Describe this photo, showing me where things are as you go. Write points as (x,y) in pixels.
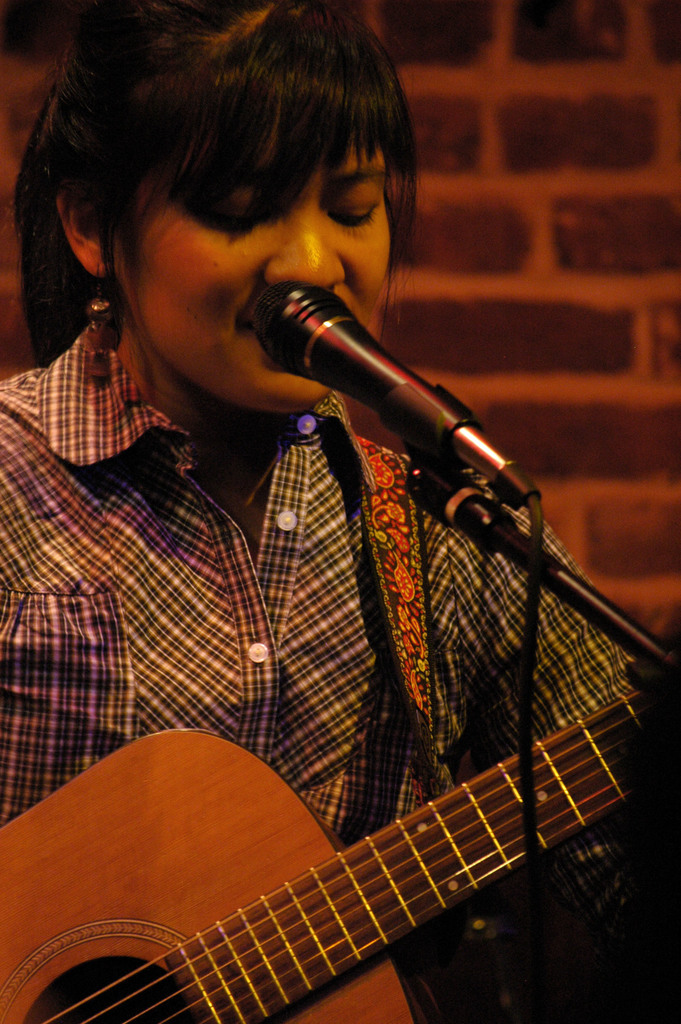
In this image i can see a person (318,478) holding a guitar (265,800), and there is a microphone (374,384) in front of her. In the background (536,218) i can see a wall (582,194) made of bricks (544,313).
